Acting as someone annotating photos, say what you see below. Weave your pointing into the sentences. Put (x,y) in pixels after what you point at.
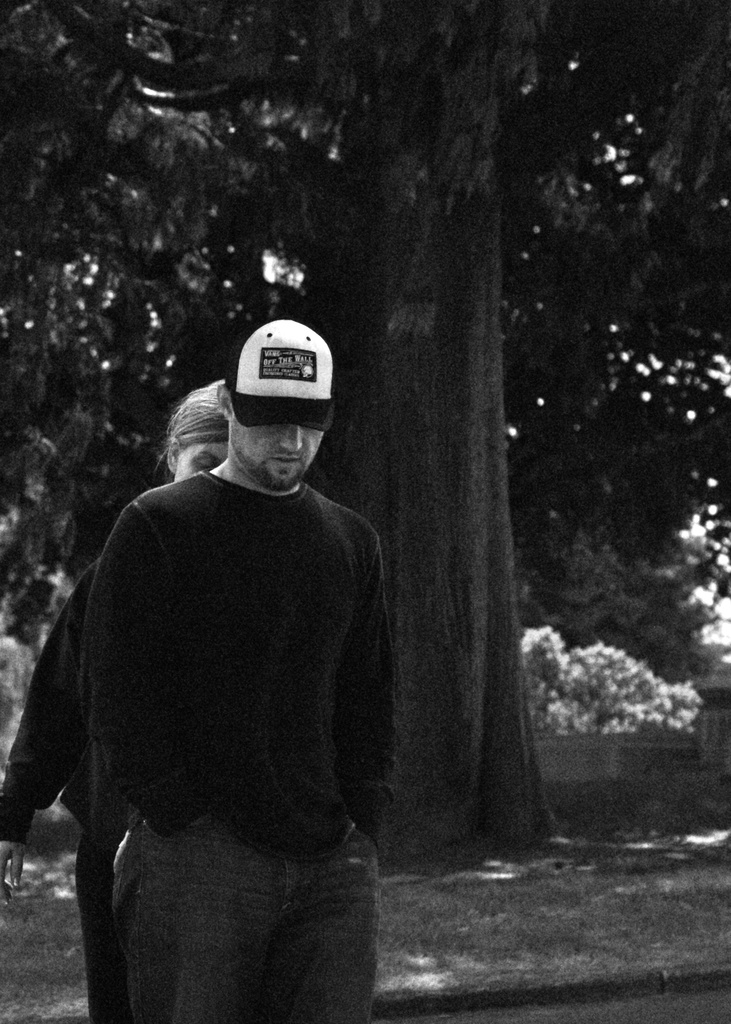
In this picture, there are two people (336,1010) standing on the left side (147,1001) the person (171,904) who is front wearing cap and at the back (604,434) there is a tree (433,42).
